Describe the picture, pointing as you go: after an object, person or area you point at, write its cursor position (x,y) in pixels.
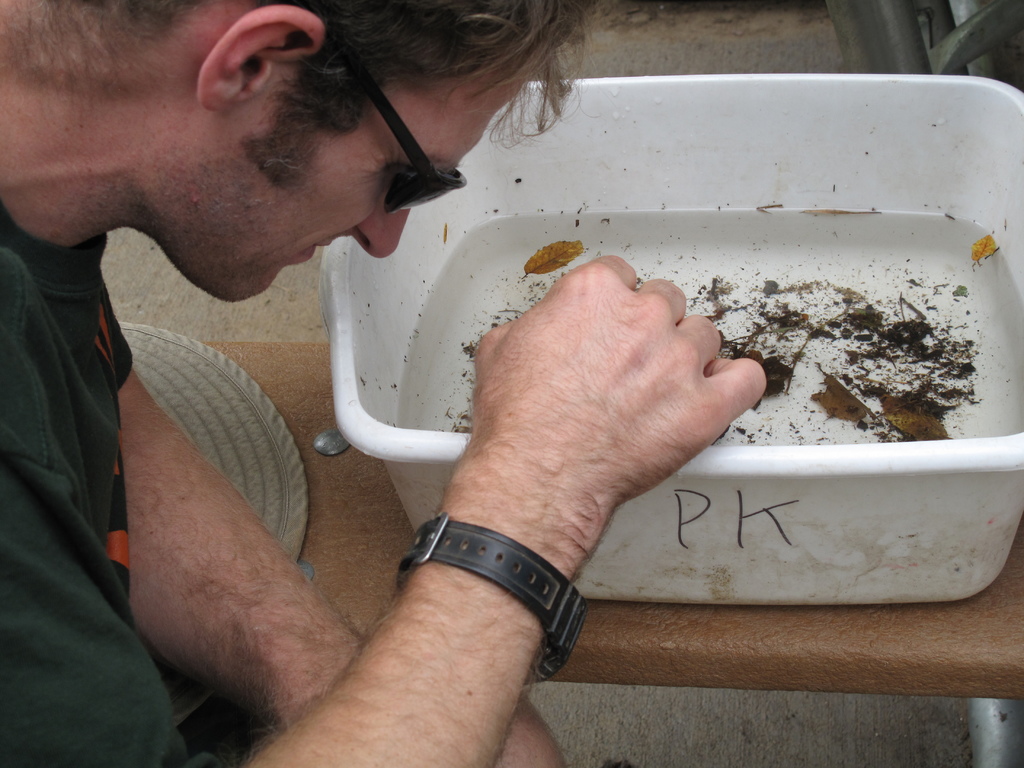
In this image we can see a man (91,725) wearing a wrist watch (550,580). In the center of the image (426,511) we can see a tray (439,448) containing water (943,243) and leaves (939,428) placed on the table (312,477). In the top right corner of the image (932,61) we can see some poles (891,38).
